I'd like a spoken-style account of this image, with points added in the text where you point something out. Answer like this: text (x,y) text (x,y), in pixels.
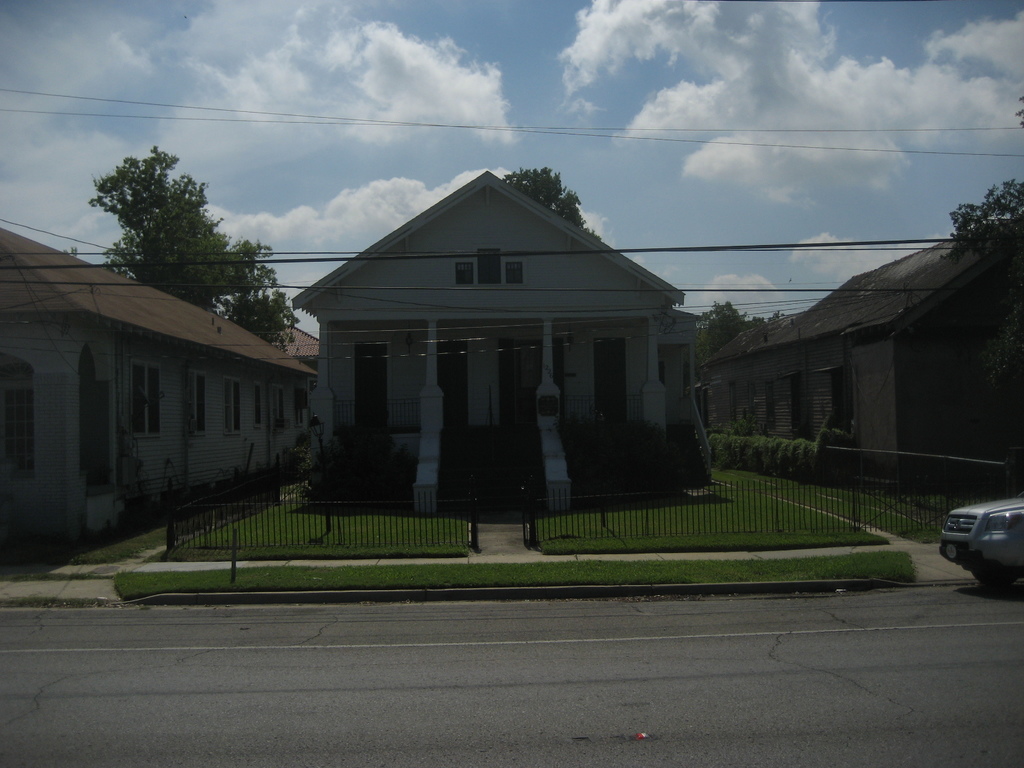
Sky (593,47) is cloudy. Here we can see buildings (607,346), grass (779,525), fence (809,525), vehicle (982,519) and trees (233,268).
